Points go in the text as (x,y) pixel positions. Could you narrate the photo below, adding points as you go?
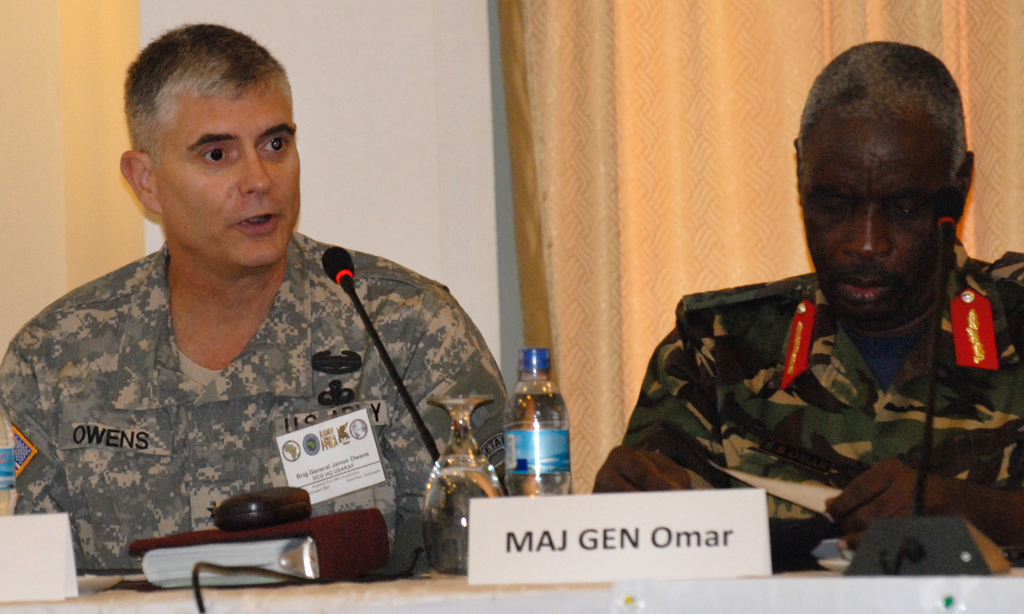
In this image, there are two people (285,397) sitting and in the front (440,523), we can see a bottle (535,472), glass (455,536), mic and name boards (524,580) which are on the table (437,595).
